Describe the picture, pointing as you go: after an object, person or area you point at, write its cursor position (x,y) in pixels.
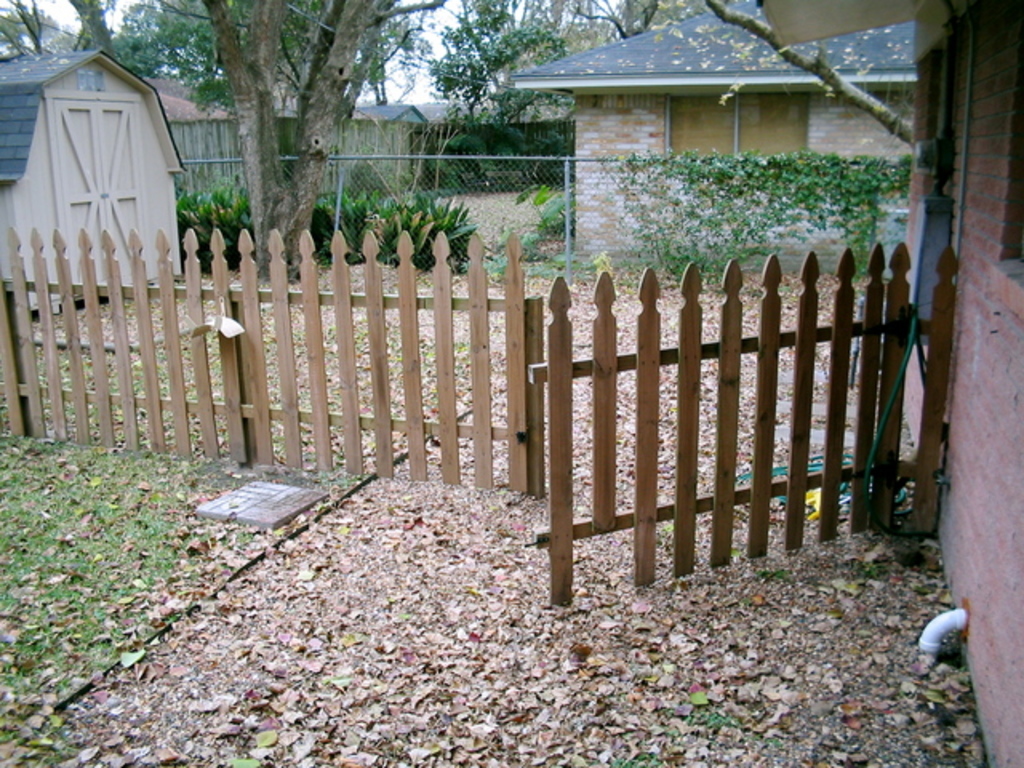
In this image at front (605,379) there is a gate (692,392). At the back side (615,99) there are houses (604,71), trees (329,73). In front of the house (587,175) fencing (568,220) was done.
